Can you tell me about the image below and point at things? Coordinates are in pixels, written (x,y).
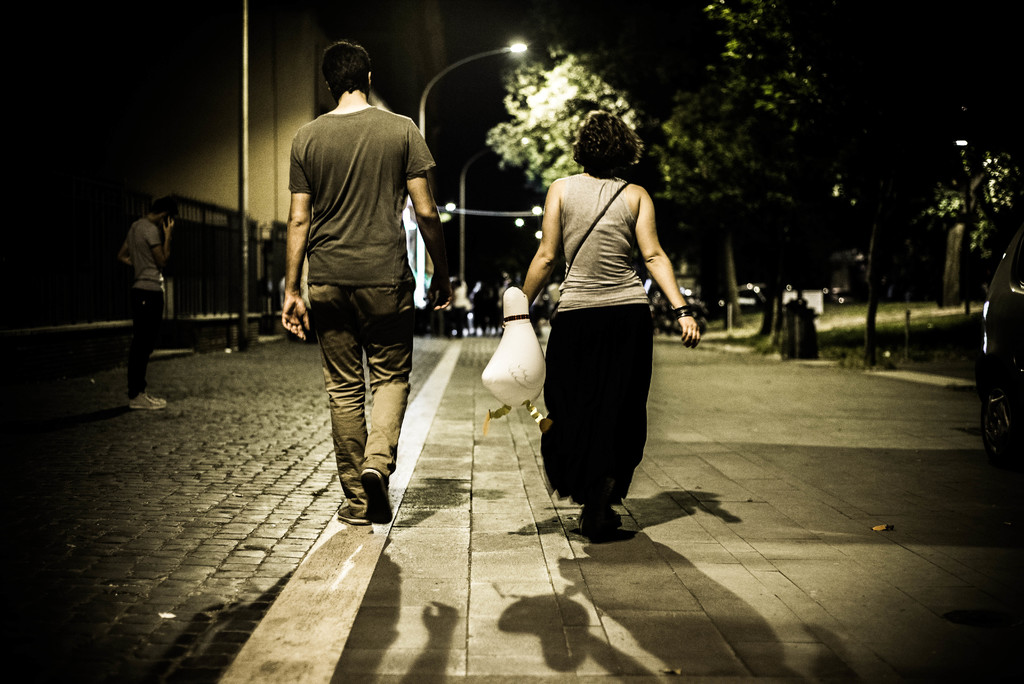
In this image I can see a group of people (433,213) on the road (481,429), trees (738,240), grass (884,354) and vehicles (999,390). In the background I can see street lights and buildings (289,81). This image is taken may be during night.
